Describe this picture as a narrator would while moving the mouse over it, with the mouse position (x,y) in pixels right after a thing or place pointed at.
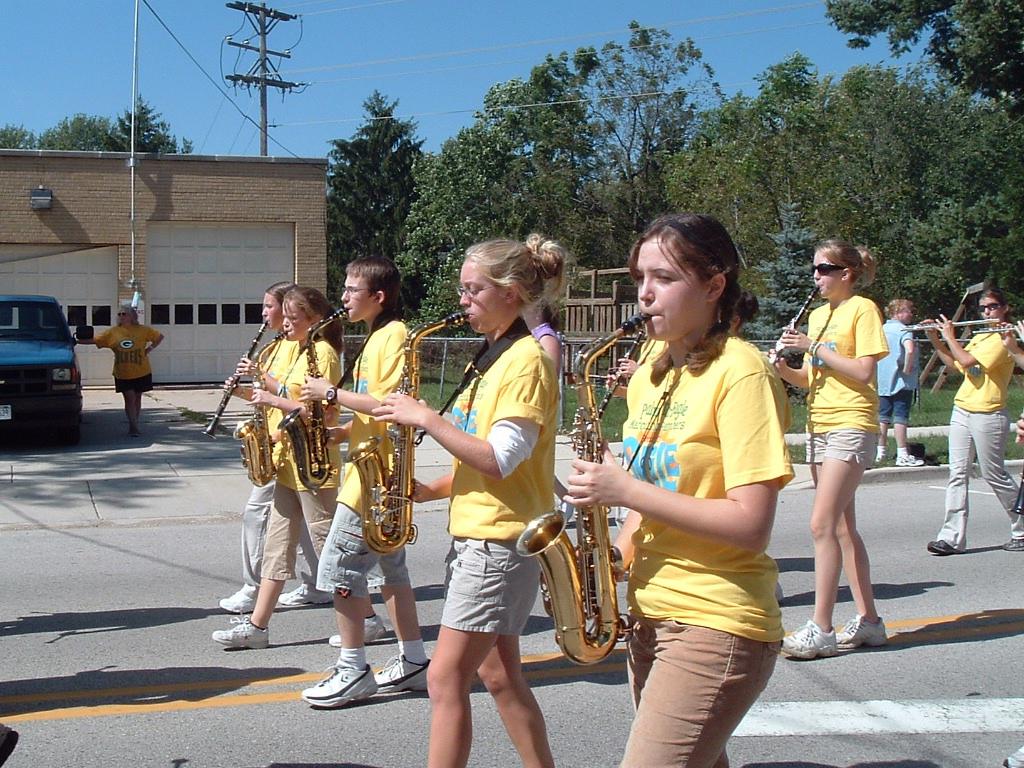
In this picture I can see a building (64,237) and a car (23,315) and I can see a woman (126,369) standing and I can see trees (705,182) and few women (619,474) are playing musical instruments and walking on the road (296,618) and I can see another woman (906,416) standing in the back (898,379) and I can see blue sky (410,88) and couple of poles (260,29) and I can see grass (573,394) on the ground (922,410).
